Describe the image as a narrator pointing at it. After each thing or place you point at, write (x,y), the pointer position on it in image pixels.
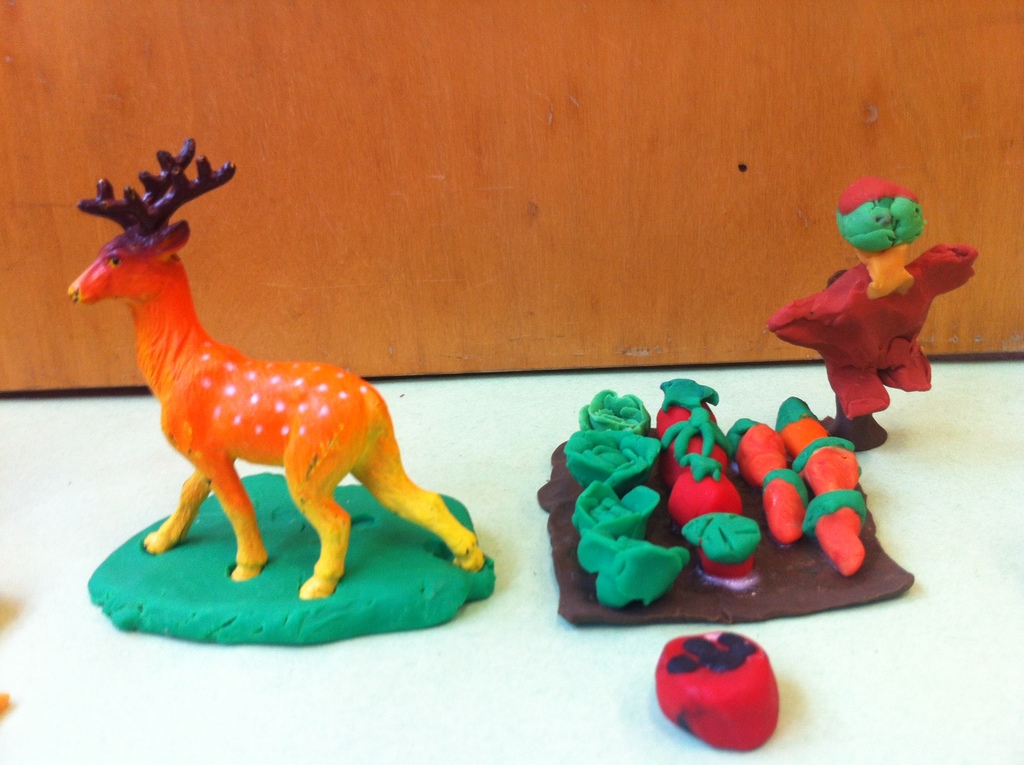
In the image we can see there are clay items (413,553) kept on the table (537,466). There is a plastic toy (228,424) of deer (225,412) on a clay (391,515) base and there is a plate (769,583) of fruits (699,482) and vegetables (682,489) made with clay (856,309).
